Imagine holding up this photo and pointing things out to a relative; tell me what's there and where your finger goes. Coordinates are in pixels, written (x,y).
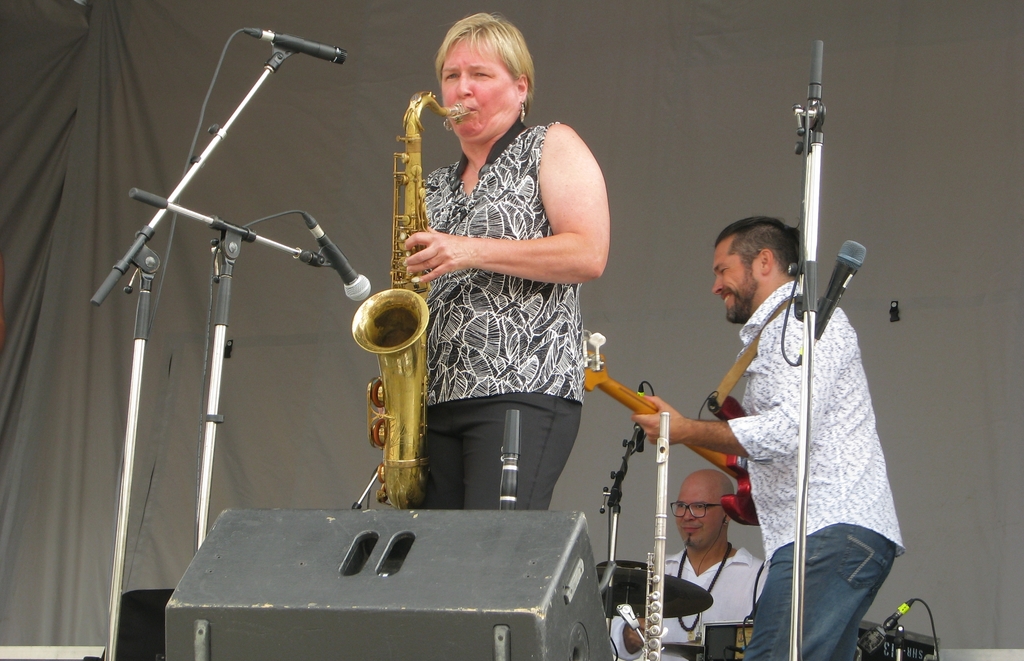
Here I can see a woman (509,322) and a man (798,396) are standing on the stage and playing some musical instruments (409,352). At the back of these people (789,533) there is another man (709,619) playing the drums (618,584). Here I can see few mike stands (210,370). In the background (744,157) there is a curtain (671,133). At the bottom (437,587) there is a black color box (439,602).
